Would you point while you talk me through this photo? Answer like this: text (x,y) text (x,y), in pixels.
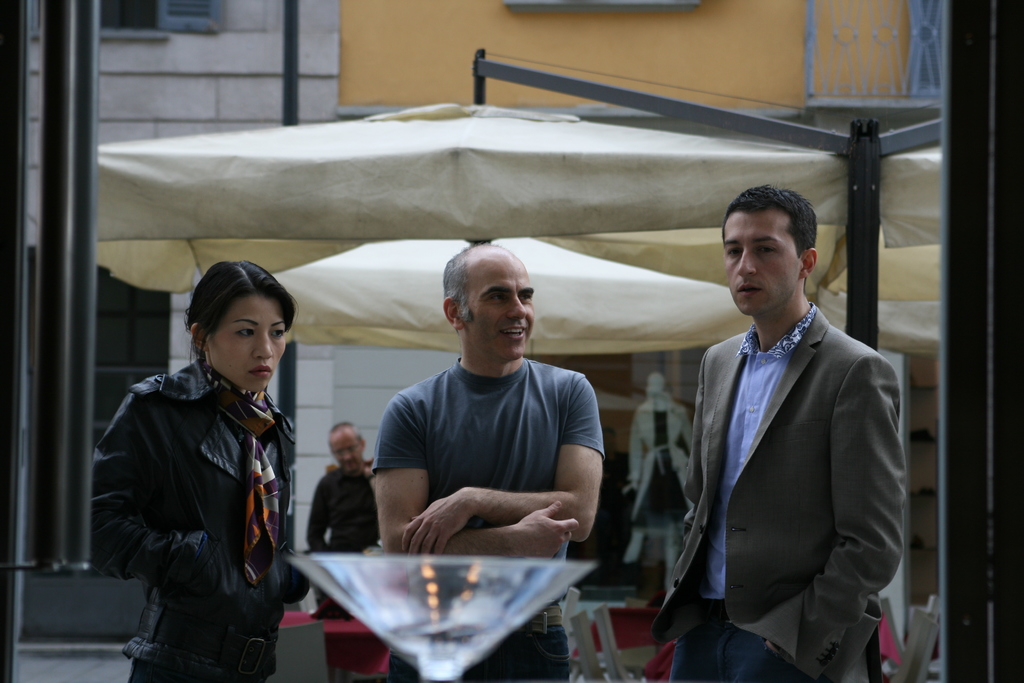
This picture shows few people (522,262) standing and we see a woman (218,330) and tent (255,157) on the back (168,168) and we see a building (837,45) and a mannequin (664,551) and couple of poles (81,81).
